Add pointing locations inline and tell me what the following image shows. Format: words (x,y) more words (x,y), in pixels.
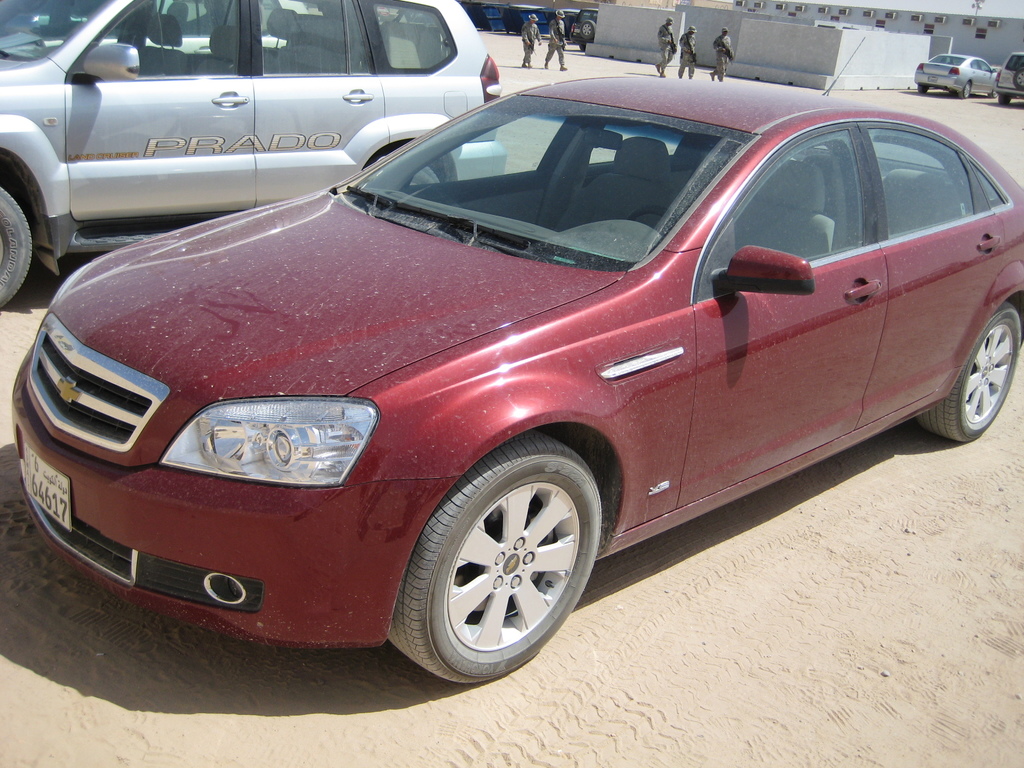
In the image in the center (438,284), we can see two vehicles (366,197). In the background (556,45) there is a building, vehicles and few people (662,57) are standing.
